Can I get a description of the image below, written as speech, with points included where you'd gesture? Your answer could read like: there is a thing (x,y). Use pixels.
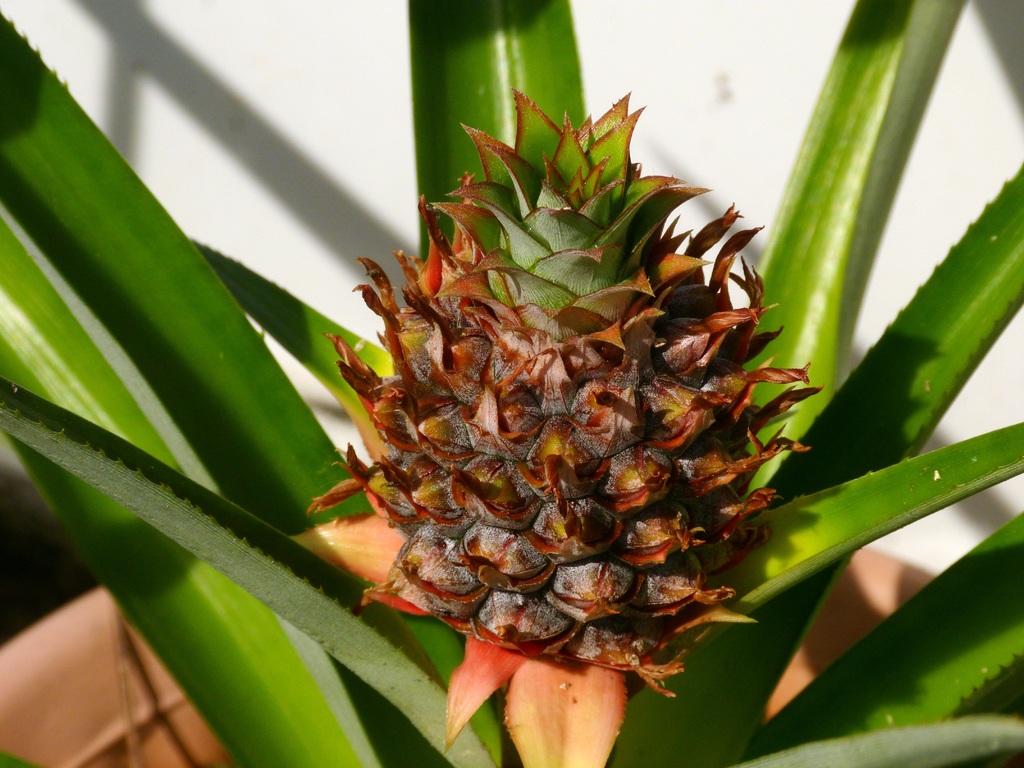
In this image we can see a plant (814,608). There is a fruit (705,444) in the image. We can see a wall (312,117) in the image.
